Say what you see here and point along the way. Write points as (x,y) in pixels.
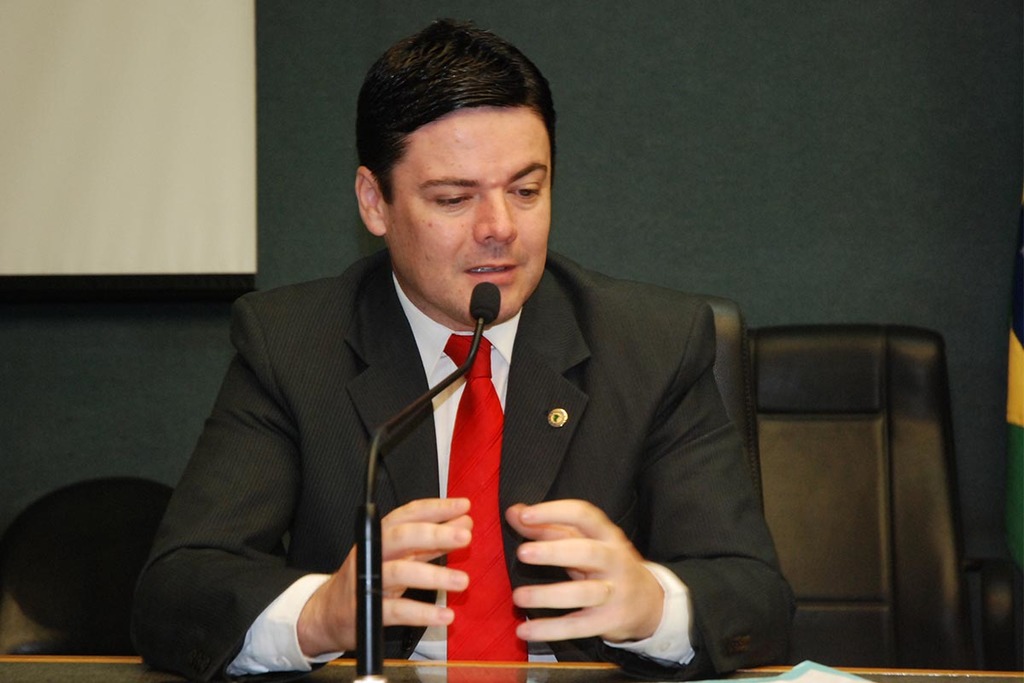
In this picture I can see there is a person (500,484) sitting and speaking into microphone (369,666) and he is wearing a black blazer (397,629), white shirt (449,365) and a red tie (486,450). In the backdrop (99,134) I can see there is a white color object (131,165), a chair (993,615) and wall (921,248).
